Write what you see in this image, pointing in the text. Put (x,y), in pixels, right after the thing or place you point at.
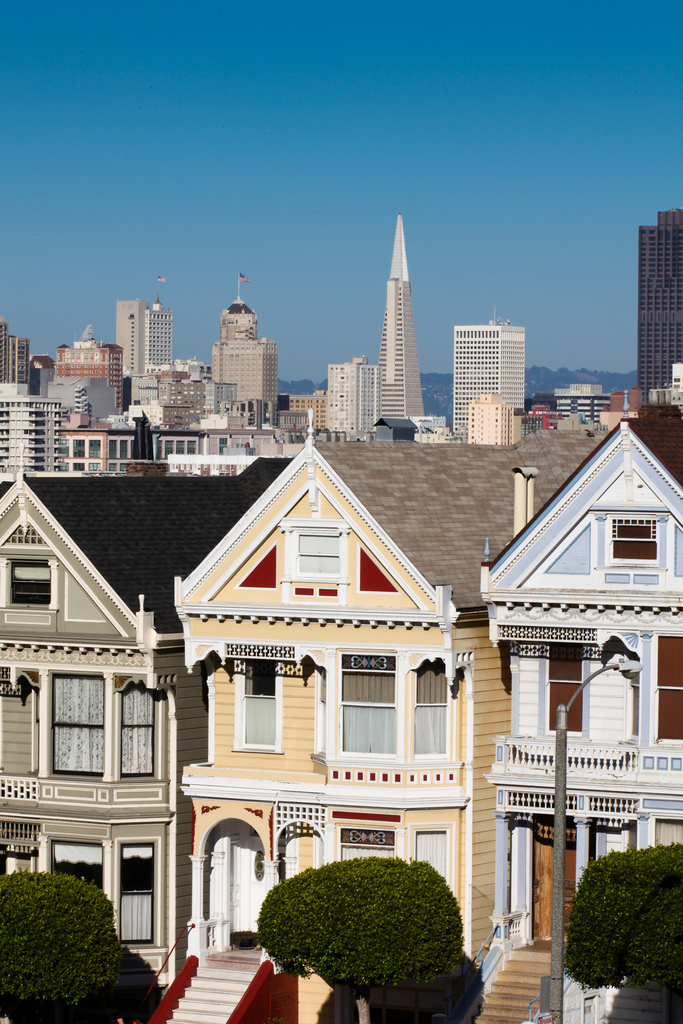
There are three trees (347,942) and there are buildings (410,394) in the background (410,394).
